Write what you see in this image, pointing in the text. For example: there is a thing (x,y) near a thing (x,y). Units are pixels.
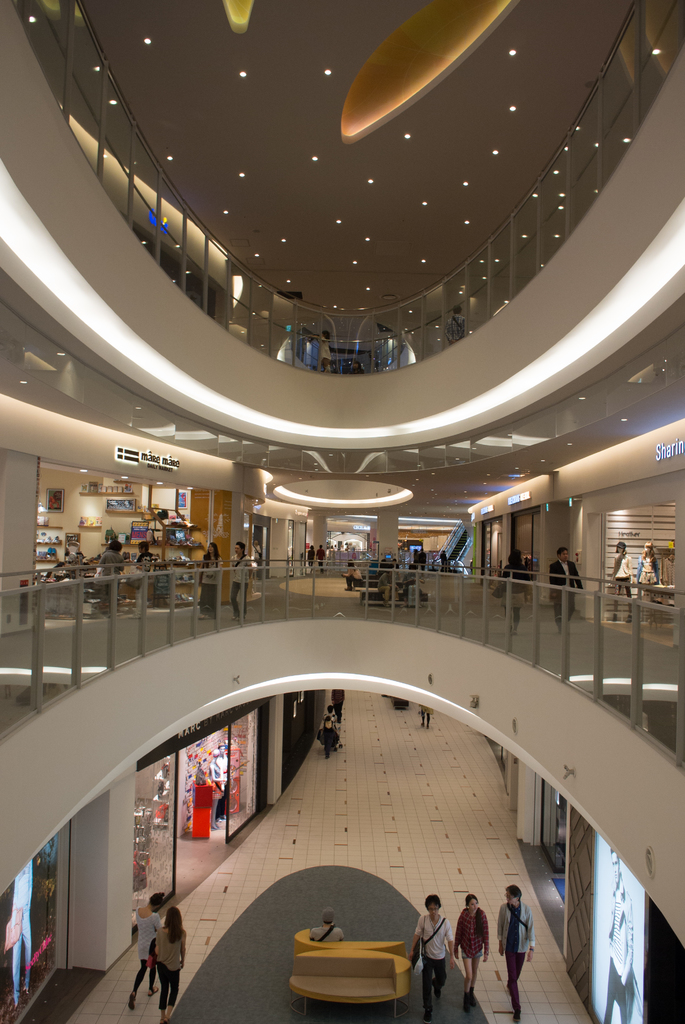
In this image I can see the inner part of the building (70,795) and I can see group of people (142,916) walking on the floor (341,806). Background (71,503) I can see few stalls (95,513) and lights (425,72).
